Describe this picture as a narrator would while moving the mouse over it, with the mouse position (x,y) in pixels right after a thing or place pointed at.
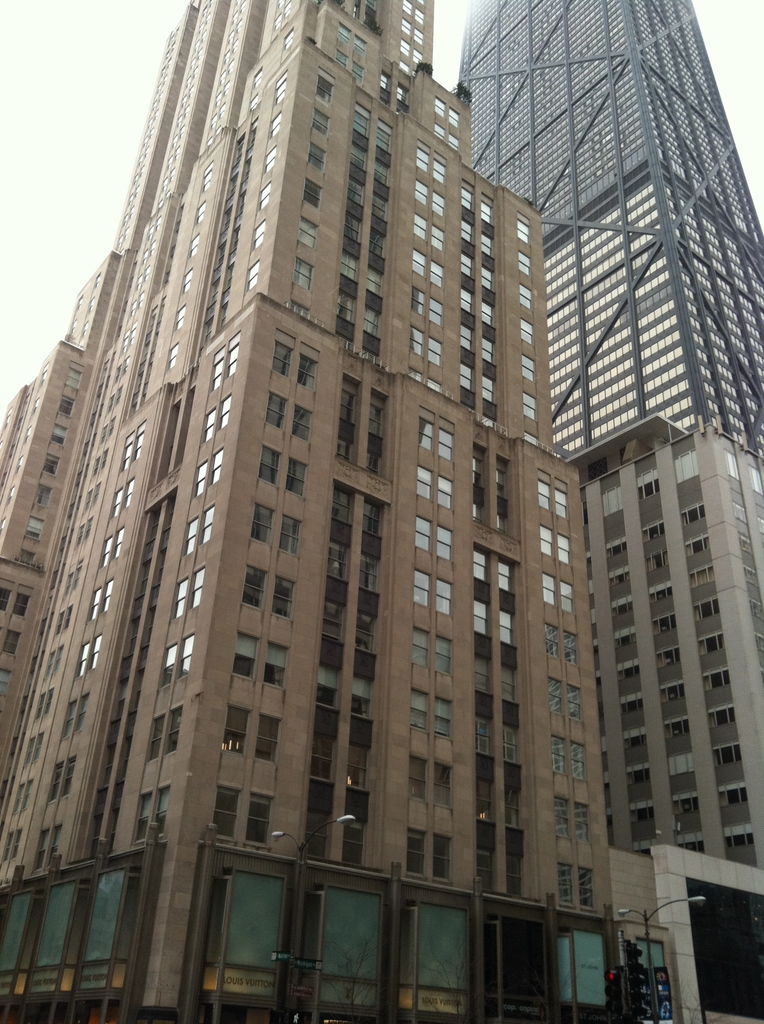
In this image I can see a building (248,517) which is brown in color and I can see few other buildings (611,465) around it. In the background (105,44) I can see the sky (77,187).
